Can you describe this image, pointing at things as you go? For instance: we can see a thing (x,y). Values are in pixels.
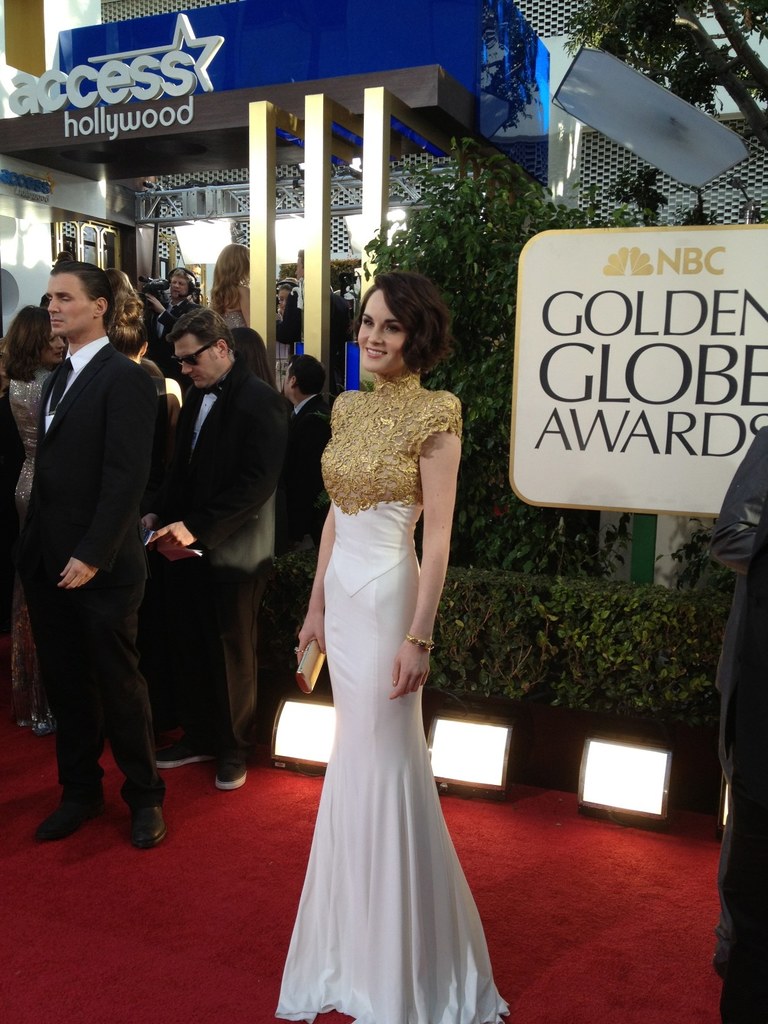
There is one woman (359,604) standing and wearing a golden and white color dress (376,483) and holding a wallet (318,662) in the middle of this image (364,605). There is a group of persons (145,500) standing on the left side of this image (127,426), and there are some trees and a board (641,382) on the right side of this image (607,383). There is a building (383,180) in the background (336,142).
